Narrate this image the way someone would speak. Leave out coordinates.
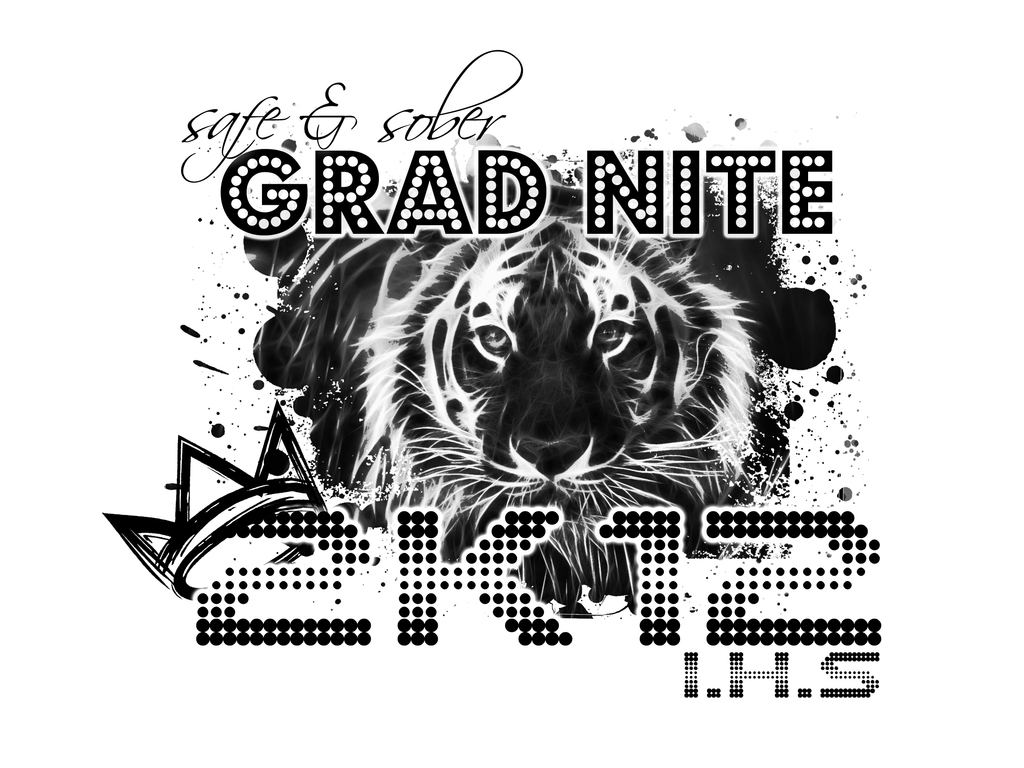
In this image we can see an animated picture.
